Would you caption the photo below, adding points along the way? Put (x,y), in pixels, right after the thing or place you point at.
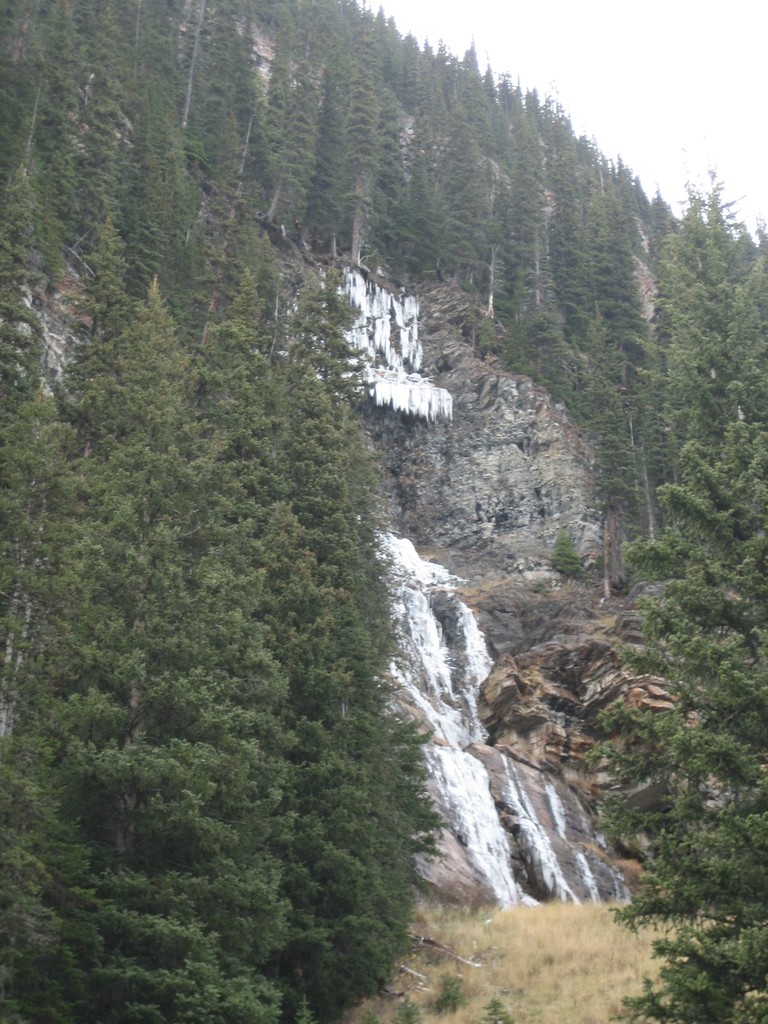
Here we can see trees (314,398), plants (401,1007), grass (588,917), water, and a mountain (501,514). In the background (673,117) there is sky (626,107).
